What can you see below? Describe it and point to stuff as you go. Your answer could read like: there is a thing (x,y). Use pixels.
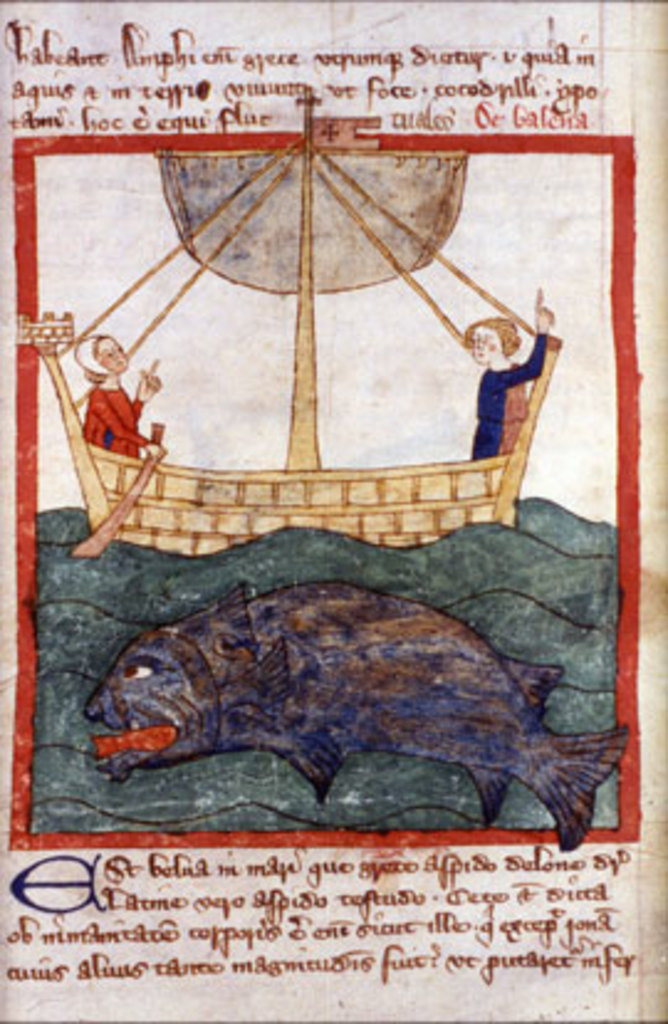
Here in this picture we can see an image (343,170) and some text (98,75) printed on a paper (87,707).
